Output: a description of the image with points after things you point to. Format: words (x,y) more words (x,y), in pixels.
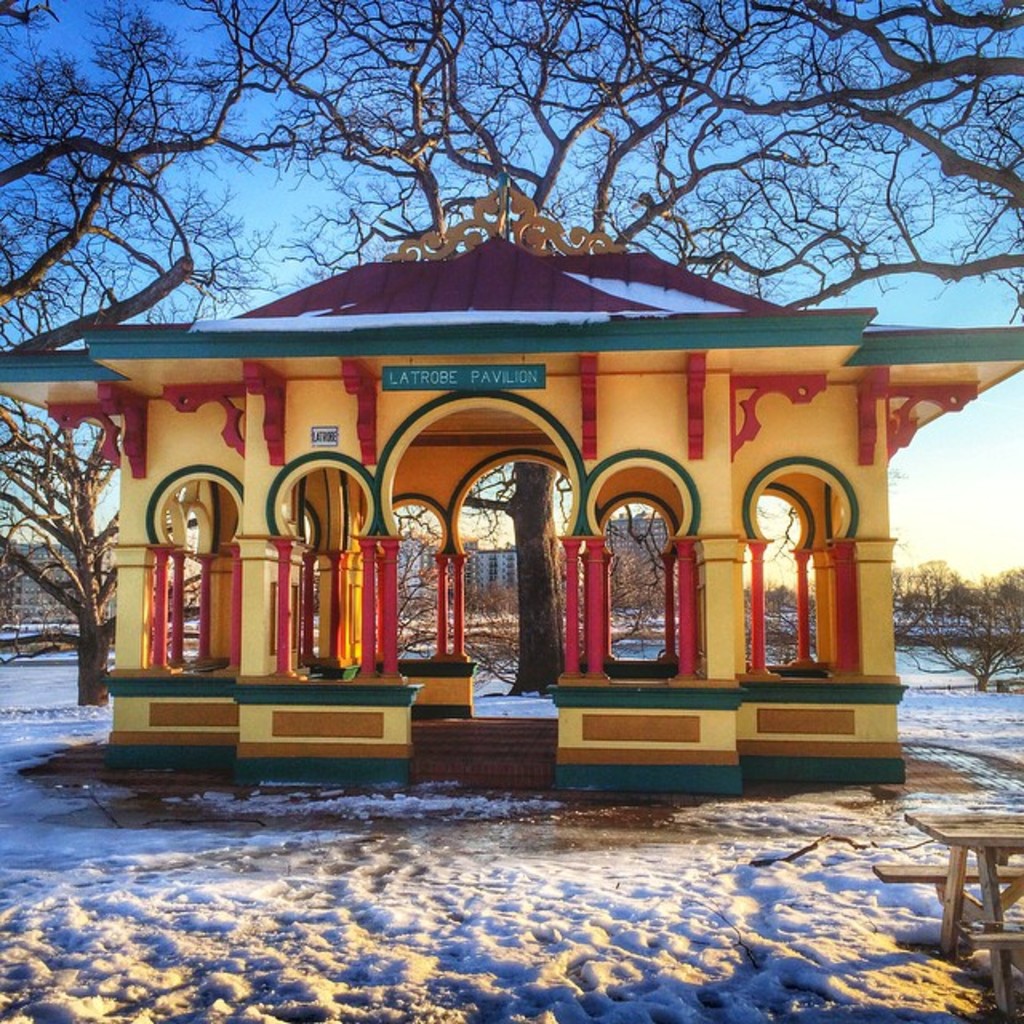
In this image there is a house (724,586), behind the house (315,403) there are trees (509,511), in front of the house (441,388) there is a wooden bench (963,864) on the surface (421,856) of the snow (274,858).
